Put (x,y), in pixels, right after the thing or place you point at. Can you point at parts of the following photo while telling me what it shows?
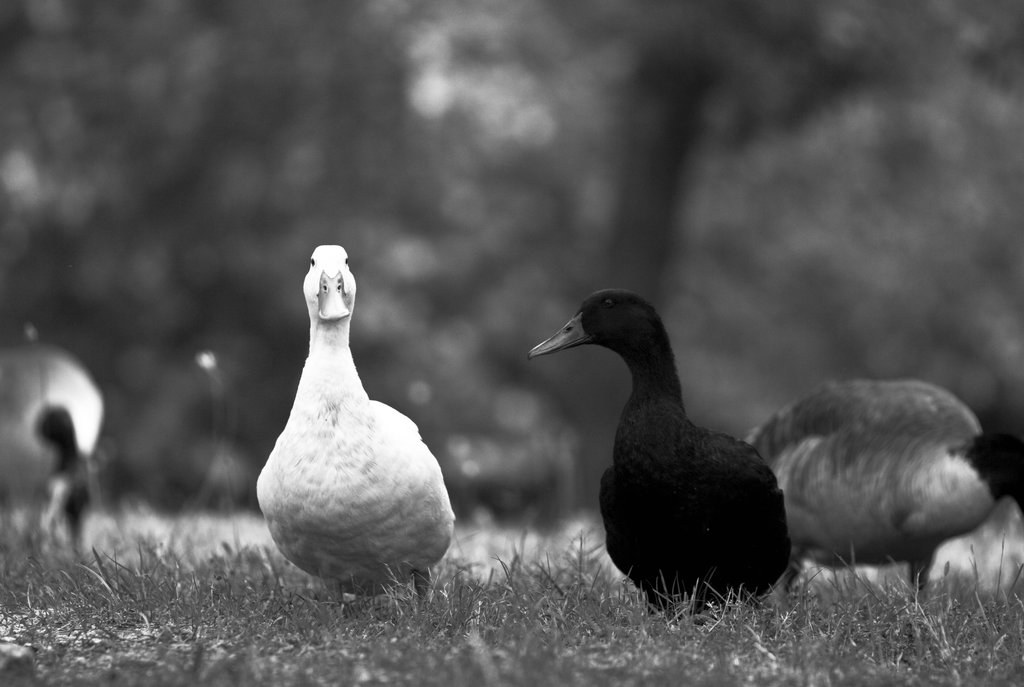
In this image I can see the black and white picture in which I can see few animals (380,401) which are black and white in color are standing on the ground (442,600). I can see some grass (450,600) and the blurry background (348,70).
